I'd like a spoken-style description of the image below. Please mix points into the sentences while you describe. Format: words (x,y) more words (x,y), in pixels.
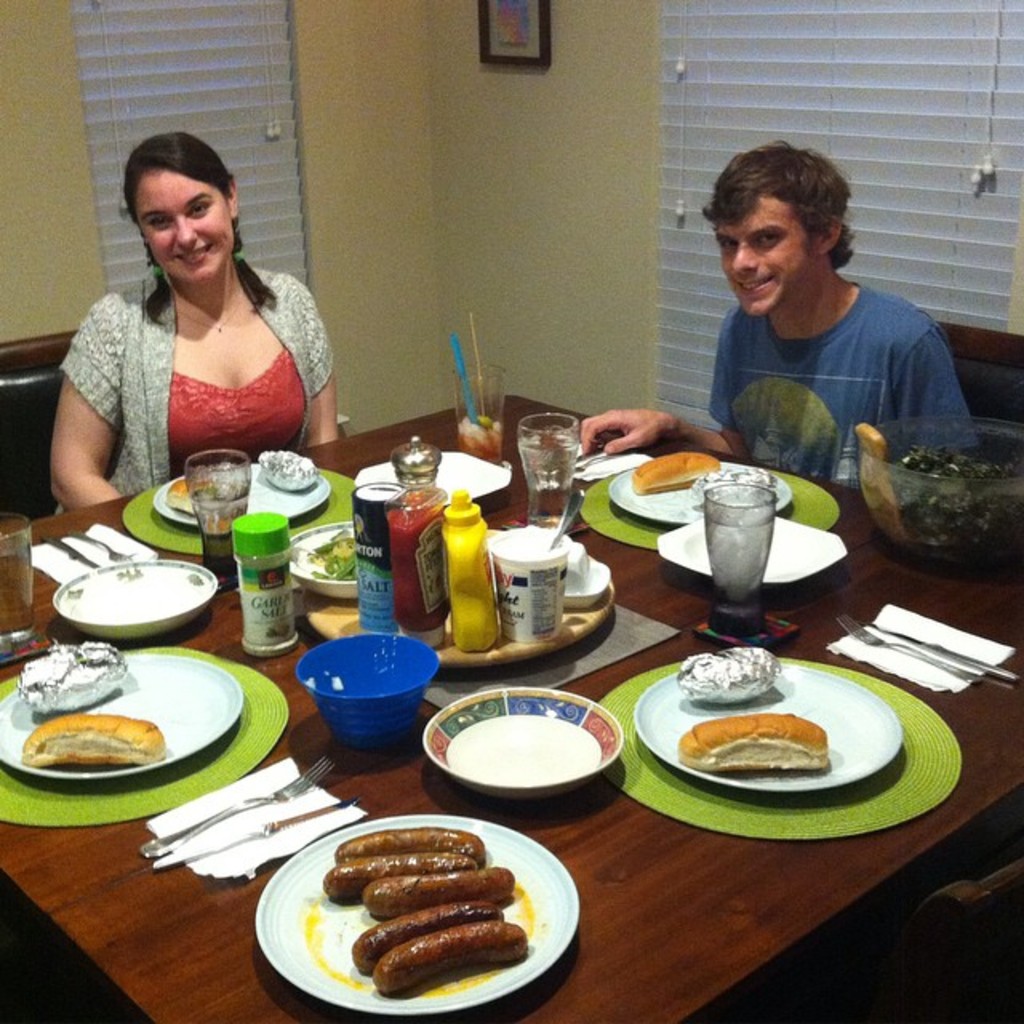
This picture is of inside the room (356,412). In the center (393,438) there is a table (778,912) on the top of which bowls (401,714), bottles (474,590), glasses (525,461) and plates (210,691) containing food items (636,473) are placed. On the right (765,239) there is a man (793,329) wearing blue color t-shirt (873,333), smiling and sitting on the chair (992,362). On the left (207,215) there is a woman (200,240) smiling and sitting on the chair (41,383). In the background (421,155) we can see a picture frame (532,32) hanging on the wall (596,81) and a window blind (942,81).
